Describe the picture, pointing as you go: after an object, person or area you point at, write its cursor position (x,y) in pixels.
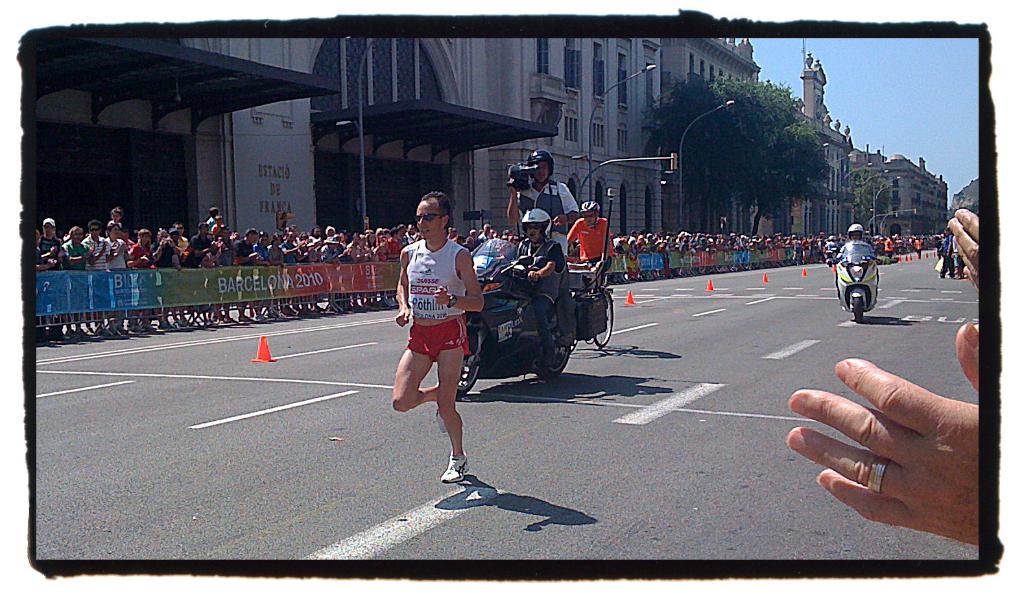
In this picture we can see a person (399,405) running on the road (427,452), at back of him we can see persons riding on bikes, beside to this road (418,535) we can see a fence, people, buildings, trees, poles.
